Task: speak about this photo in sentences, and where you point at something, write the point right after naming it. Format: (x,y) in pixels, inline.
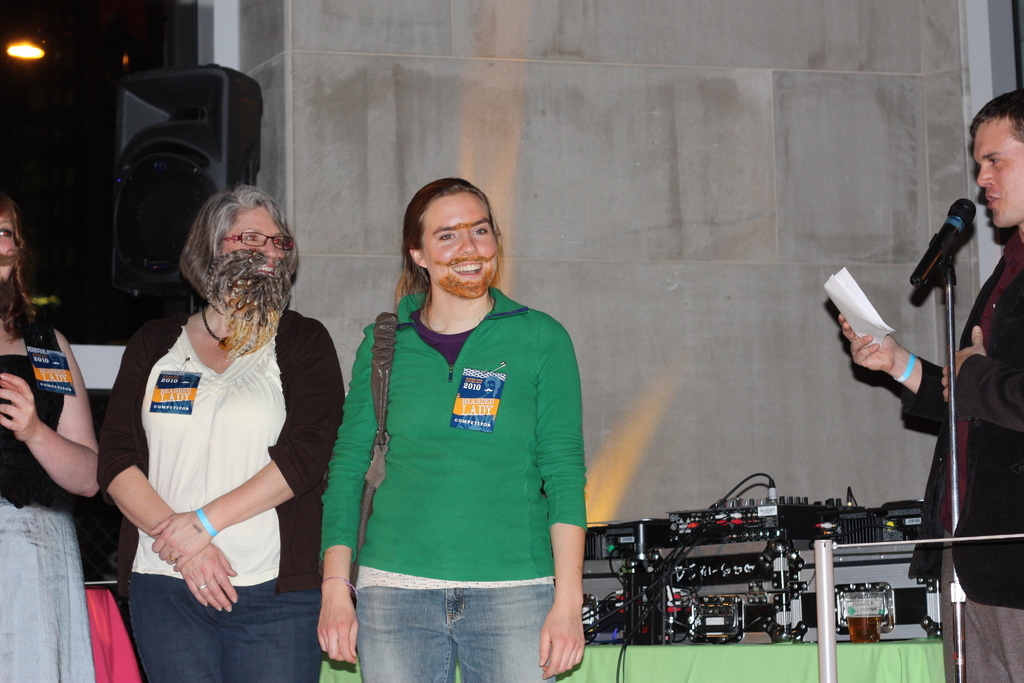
In front of the picture, we see three women (208,445) are standing. Three of them are smiling. On the right side (1009,489), the man (1009,489) in black blazer (969,397) is holding a paper (864,326) in his hand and he is talking on the microphone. Beside him, we see a table (764,669) which is covered with green color sheet (604,663). On the table (776,664), we see a music recorder (738,565). Behind them, we see a wall (483,140). Beside the wall (332,123), we see a speaker box (166,138). In the left top of the picture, we see the bulb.
